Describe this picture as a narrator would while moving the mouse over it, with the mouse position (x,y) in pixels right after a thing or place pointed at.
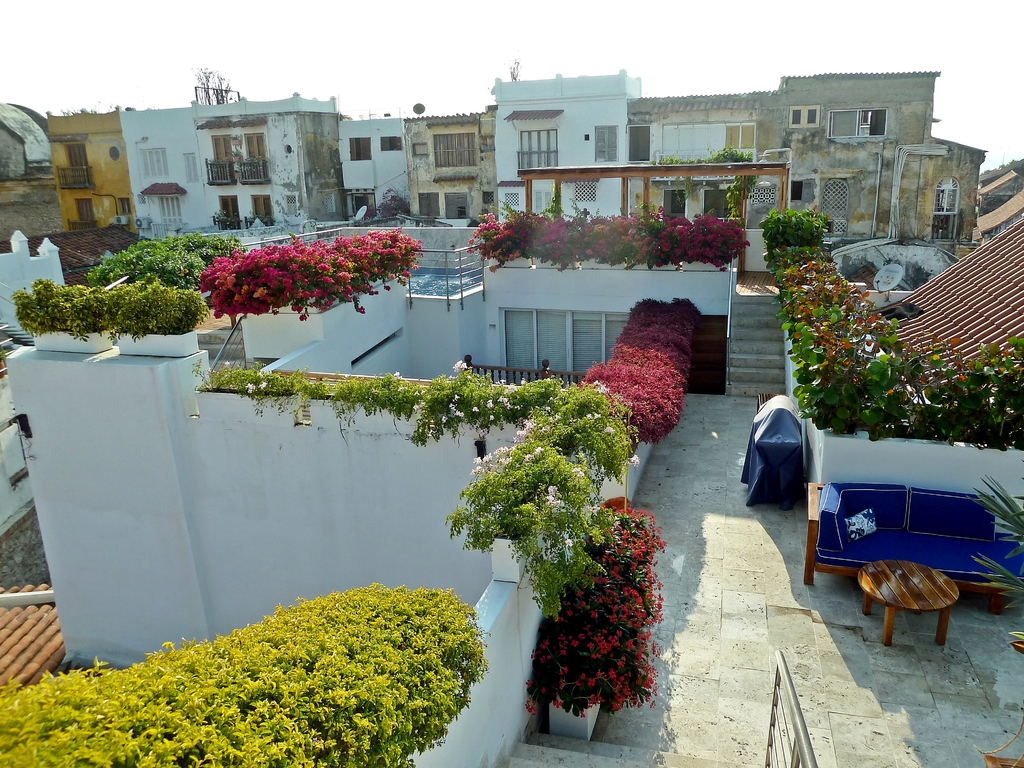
In this picture I can see few buildings (484,608) and I can see few plants (319,650) and flowers (639,462) and I can see a sofa (904,529) and a table (927,599) and I can see cloudy sky (333,59).
